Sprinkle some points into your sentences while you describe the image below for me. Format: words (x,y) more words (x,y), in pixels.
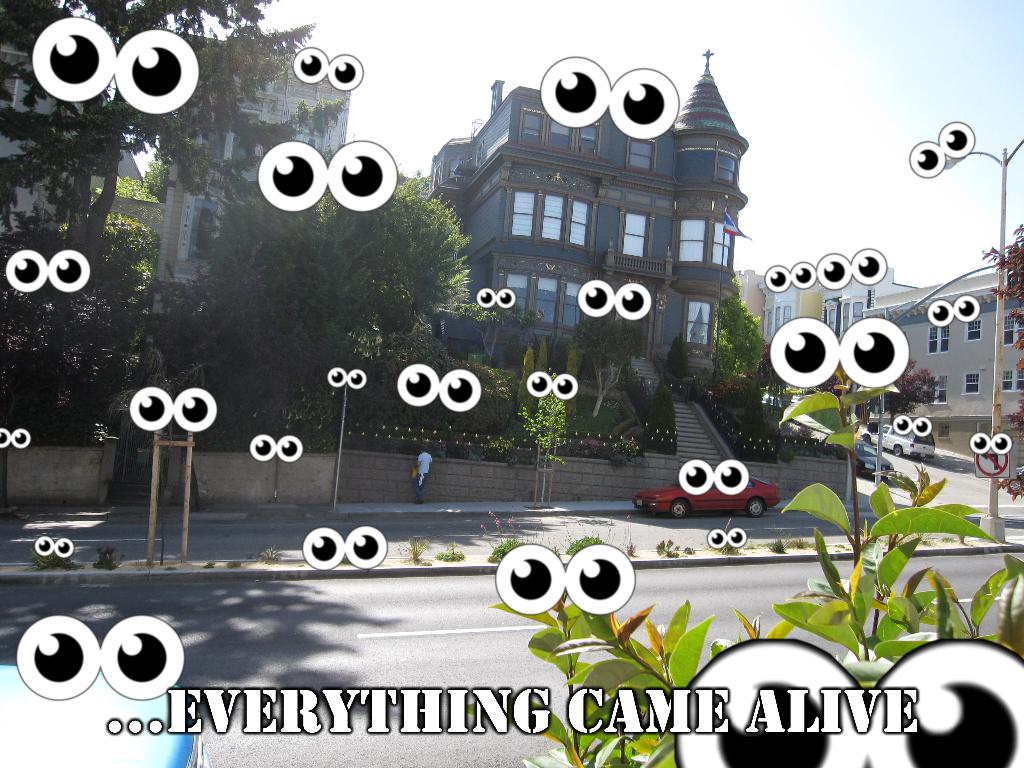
In this image I see the building (651,258), trees (409,267), plants (682,389) and I see the road (63,612) on which there are few cars (155,767) and I can also see the poles (993,524) and I see the sky (631,36) in the background (430,164) and I see the watermark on this picture.
